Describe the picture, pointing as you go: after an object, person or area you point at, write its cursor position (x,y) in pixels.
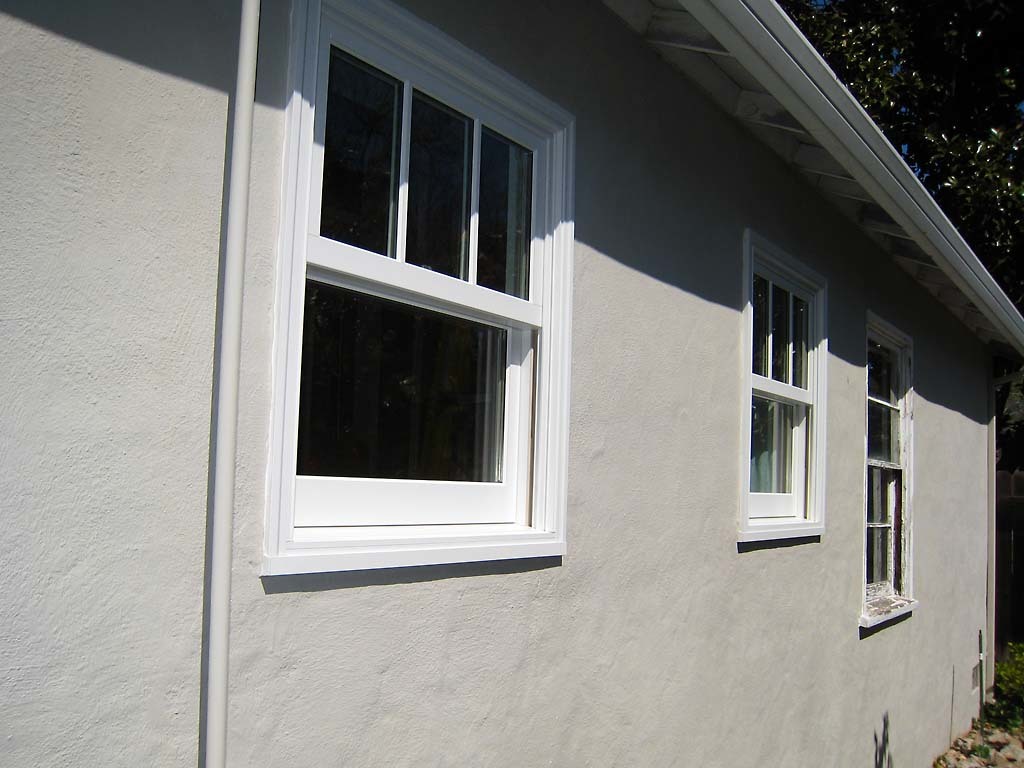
In this image we can see white color wall (697,302) with glass window (400,343) and one pipe (237,237) is attached to the wall (257,265). At the right top of the image (911,86) tree (945,114) is there.
